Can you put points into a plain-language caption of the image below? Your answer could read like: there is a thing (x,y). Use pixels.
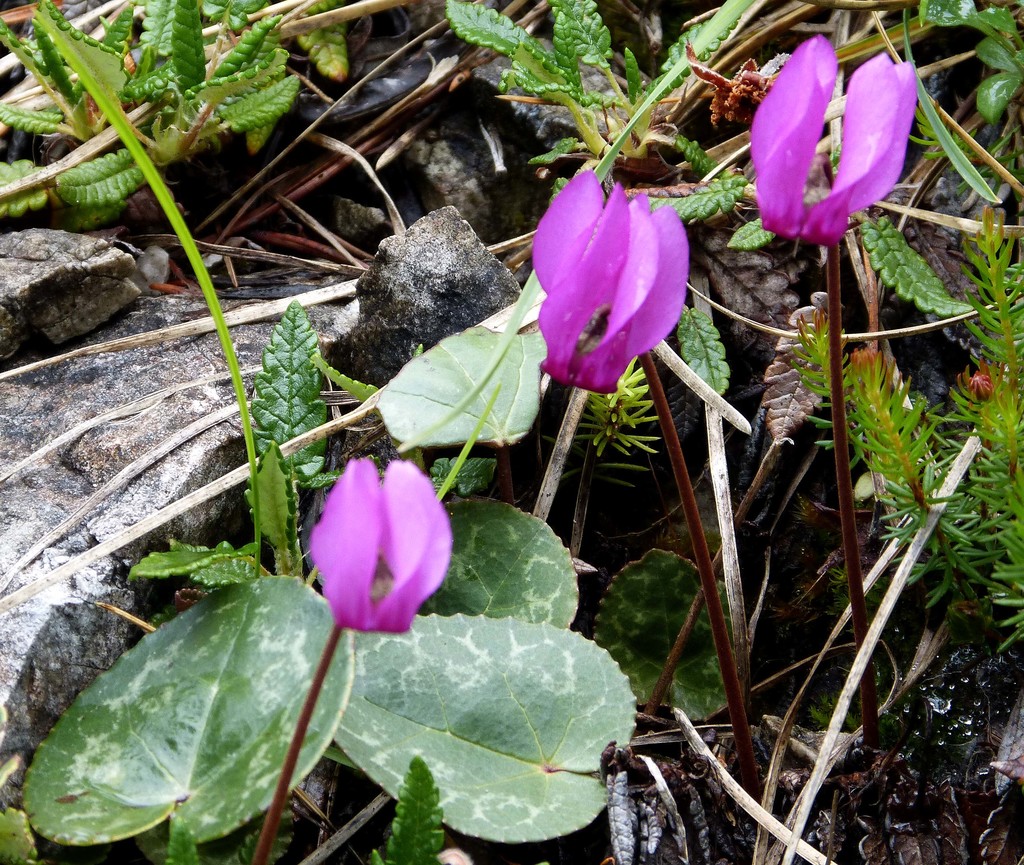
In the center of the image (483,432) there are plants (486,562) and we can see flowers (448,533). There are rocks (144,391).
